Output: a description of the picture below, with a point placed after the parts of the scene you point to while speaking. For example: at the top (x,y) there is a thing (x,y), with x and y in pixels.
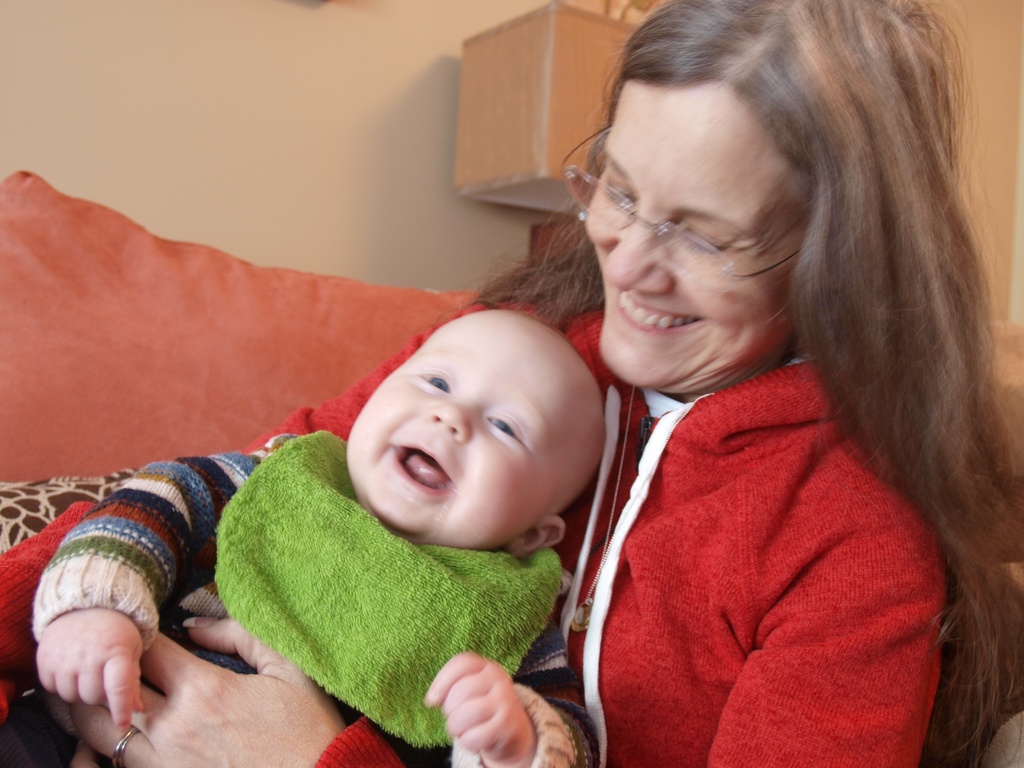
In the center of the image (666,347) we can see a lady (958,351) is sitting on a couch (33,417) and wearing coat (764,461), spectacles (751,277) and smiling and holding a kid (482,586). In the background of the image (138,134) we can see the wall (344,12), wooden box (572,101). On the left side of the image (324,387) we can see a pillow (15,503).
